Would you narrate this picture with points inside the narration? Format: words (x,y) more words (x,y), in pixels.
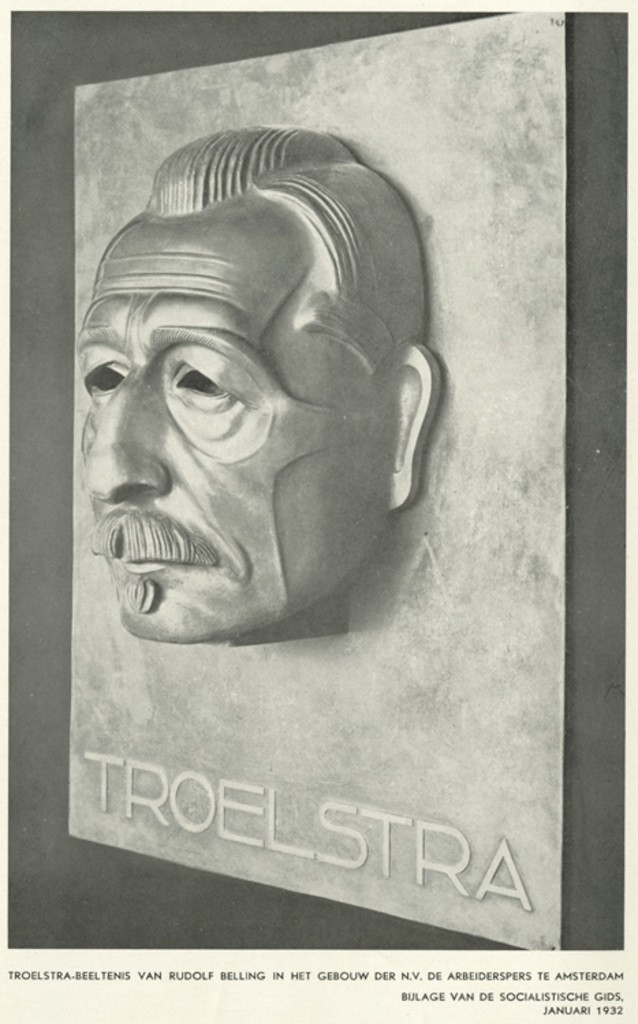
This is a black and white image. There is a sculpture (315,483) of a person's face (351,485).
